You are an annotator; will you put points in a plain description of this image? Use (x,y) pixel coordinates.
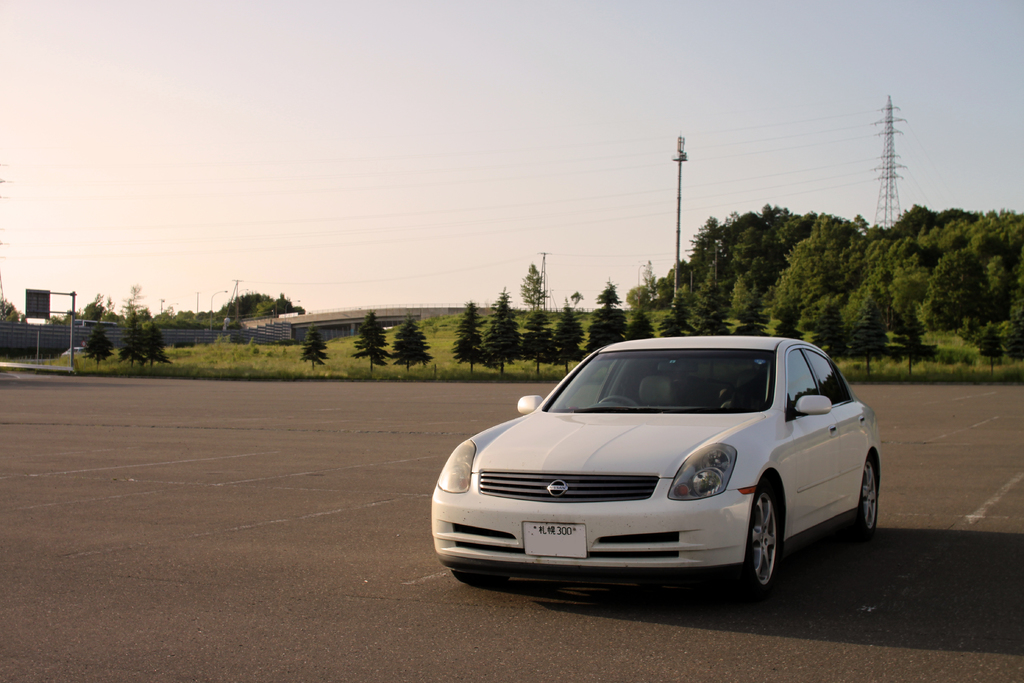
In this picture we can see a white car (647,514) on the road (329,554). There are few trees (980,311), poles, tower (895,170) and some wires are visible in the background (199,311). There is a building (391,311), compound wall (268,329) and a board (33,305) on the pole (55,293) on the left side (60,330).
